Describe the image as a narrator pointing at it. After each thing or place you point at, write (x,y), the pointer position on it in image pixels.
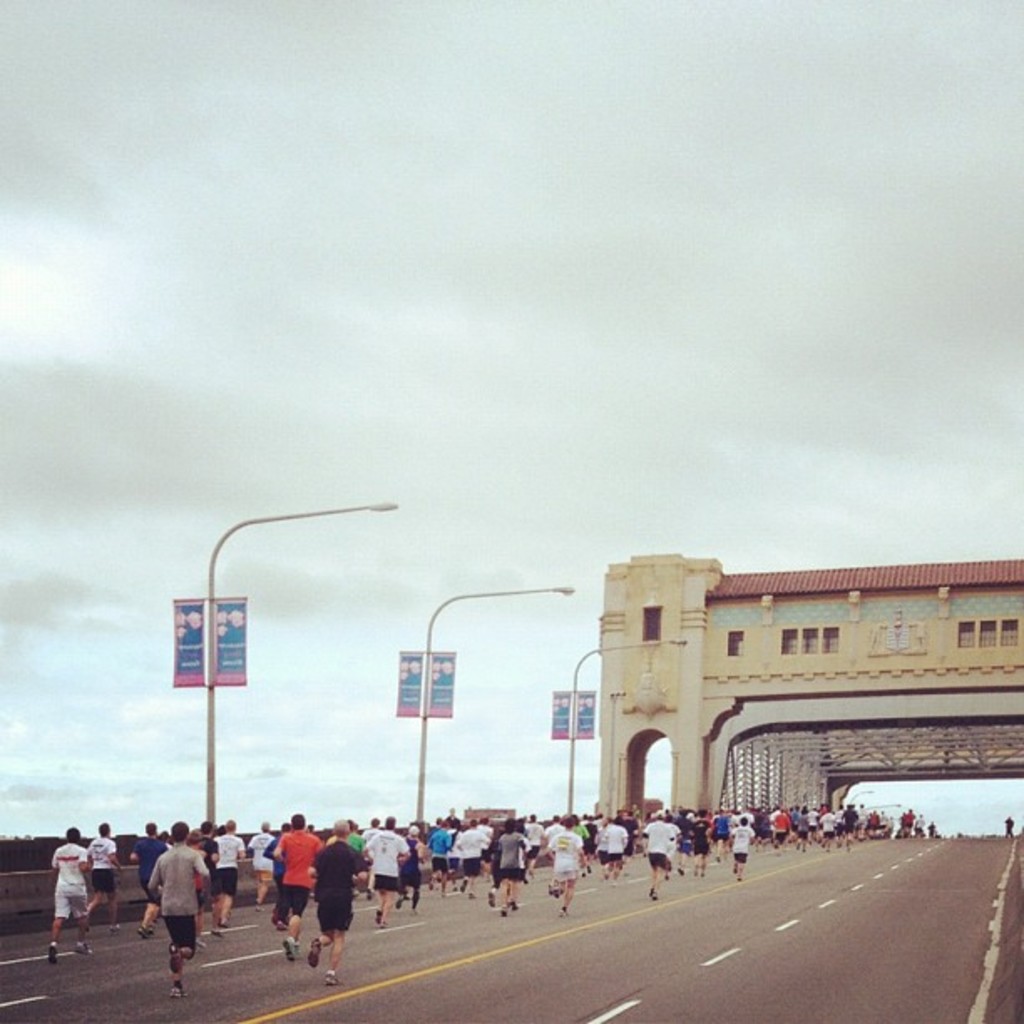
In this image we can see few people (337,935) are running on the road (260,965), there are some poles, lights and boards (237,624), also we can see an arch (974,611) which is in yellow color, in the background (347,407) we can see the sky (422,547) with clouds (271,593).
